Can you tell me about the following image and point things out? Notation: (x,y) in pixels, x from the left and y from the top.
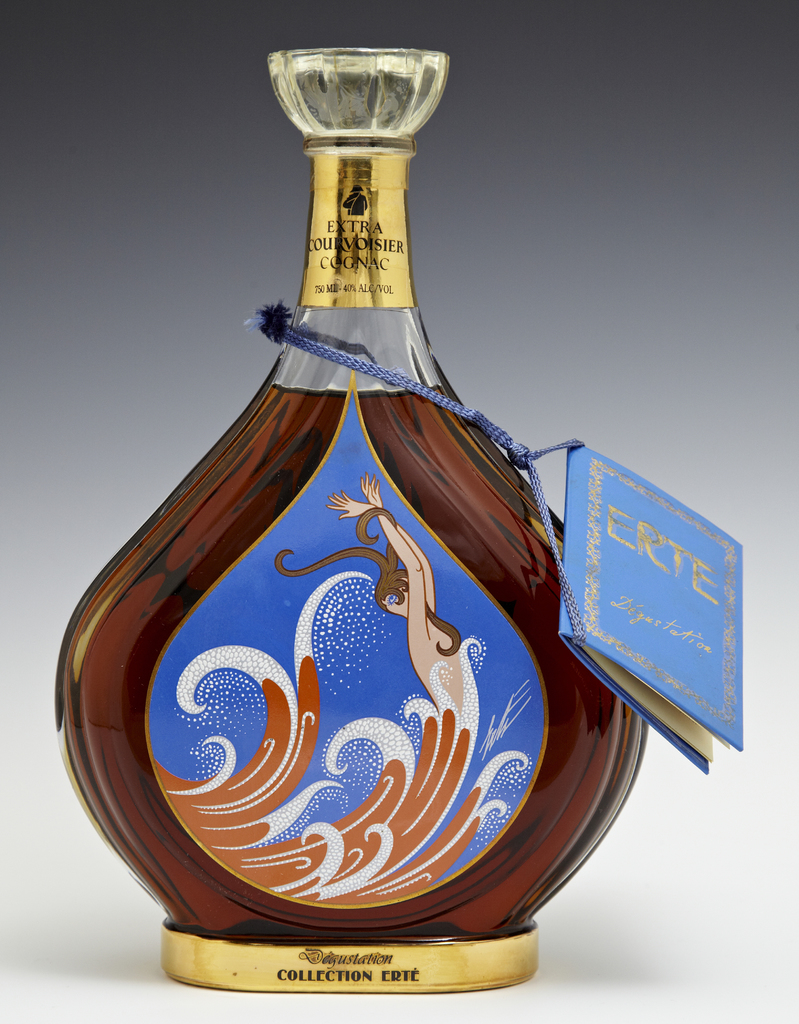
this picture shows a bottle (397,508) with a tag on it.
